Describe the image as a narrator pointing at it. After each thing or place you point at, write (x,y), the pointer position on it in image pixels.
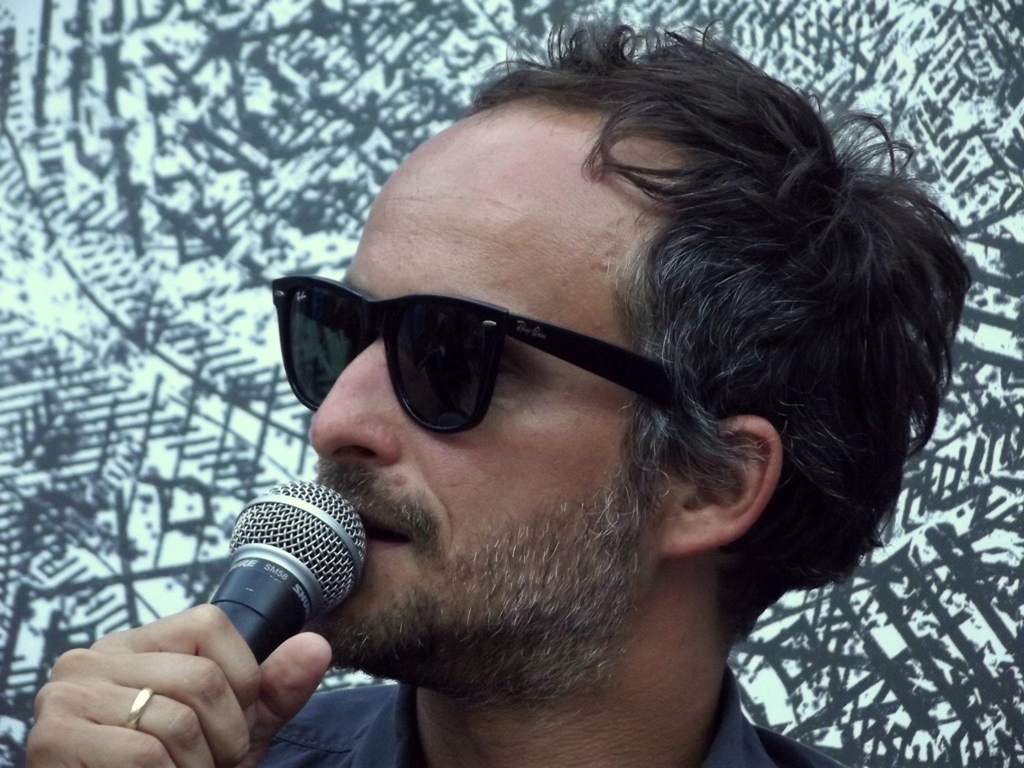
a person (483,415) is wearing goggles (447,398) and holding a microphone (286,581) in his hand (214,617).
